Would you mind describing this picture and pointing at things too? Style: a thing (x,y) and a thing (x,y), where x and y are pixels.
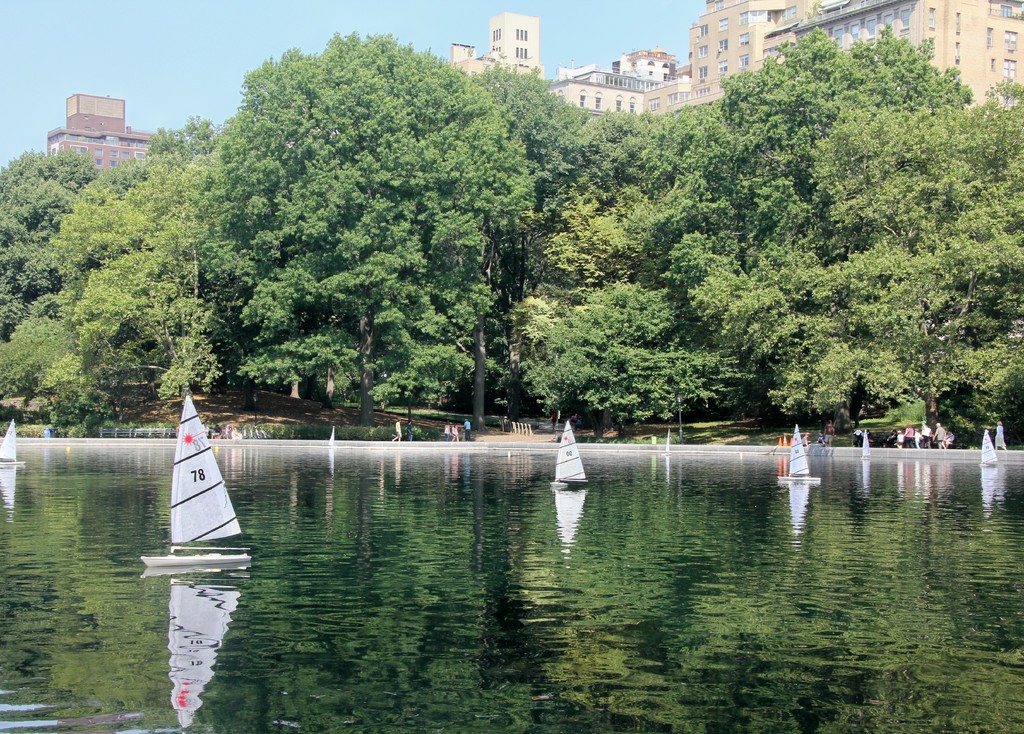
In this image I see the water (460,529) and I see few boats (783,485) and on this white color thing (191,475) I see numbers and alphabets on it. In the background (867,378) I see few people (464,427), trees (422,391), buildings (1007,53) and the blue sky (476,27).
